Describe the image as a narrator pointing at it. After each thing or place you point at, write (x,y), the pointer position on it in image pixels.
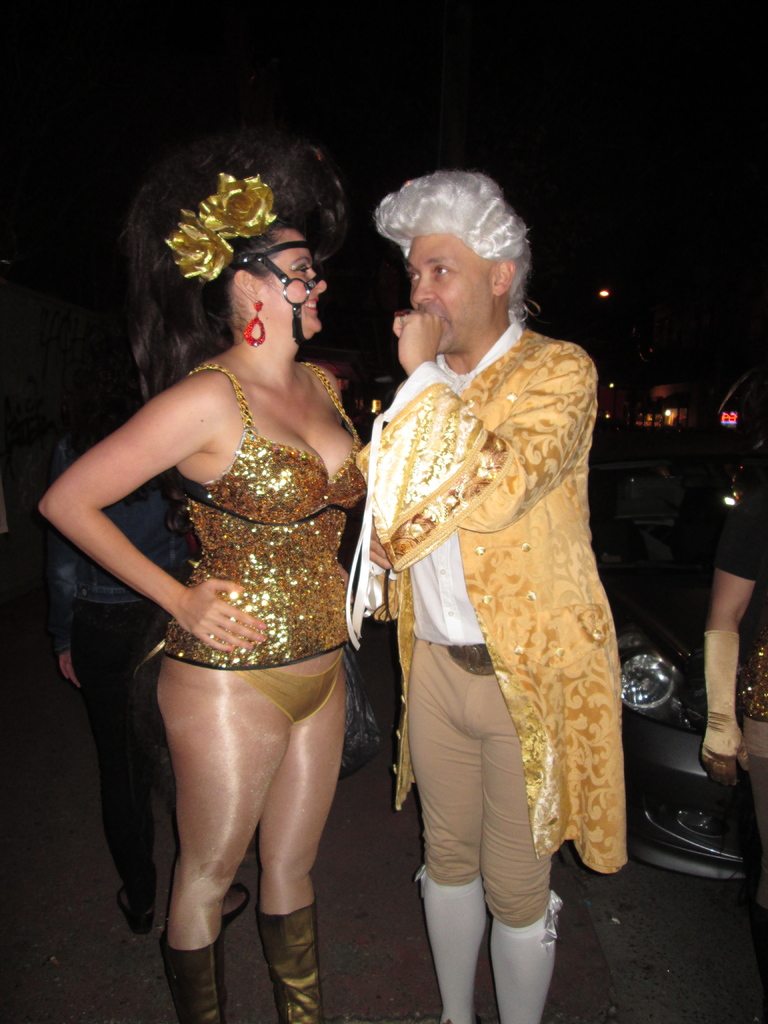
In this picture in the middle (260,651) one woman (271,659) is standing in a golden dress (266,668) and boots (307,991) with gold flowers (245,202) in her head (307,211) and another man (571,740) is standing wearing golden coat (527,722) and brown pants (508,853) with white stockings (509,929) with white hair (490,239) and behind them there is a car (701,589) and left corner (112,753) one man (112,740) is standing at the right corner (746,712) another person (723,741) is standing.
